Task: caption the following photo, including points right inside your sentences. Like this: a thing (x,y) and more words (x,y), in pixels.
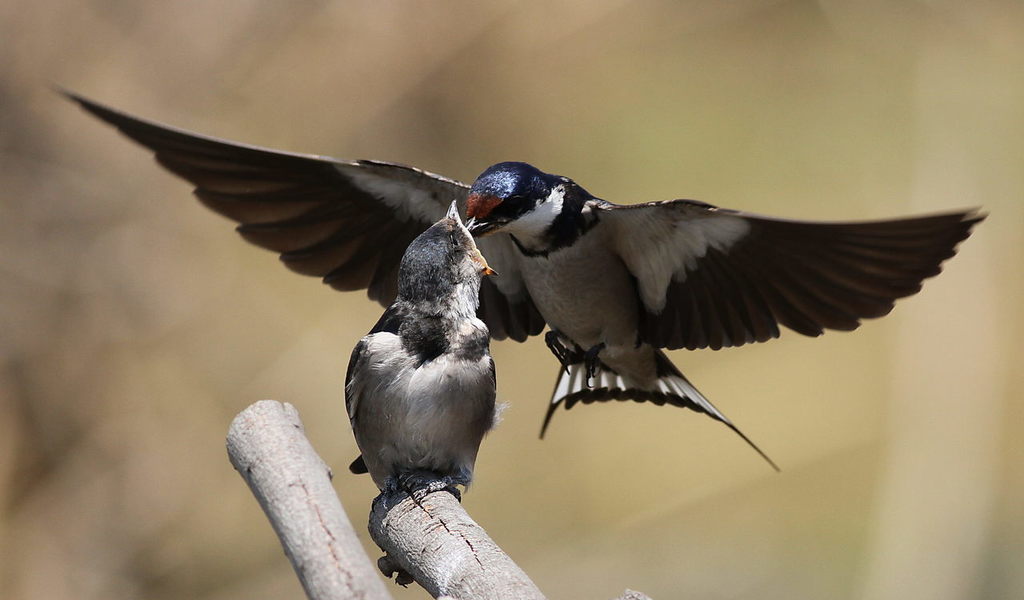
In this picture there are two birds (293,228) in the center of the image (432,309) and there are two wooden branches (324,463) at the bottom side of the image (288,498) and the background (741,32) area of the image is blur.
